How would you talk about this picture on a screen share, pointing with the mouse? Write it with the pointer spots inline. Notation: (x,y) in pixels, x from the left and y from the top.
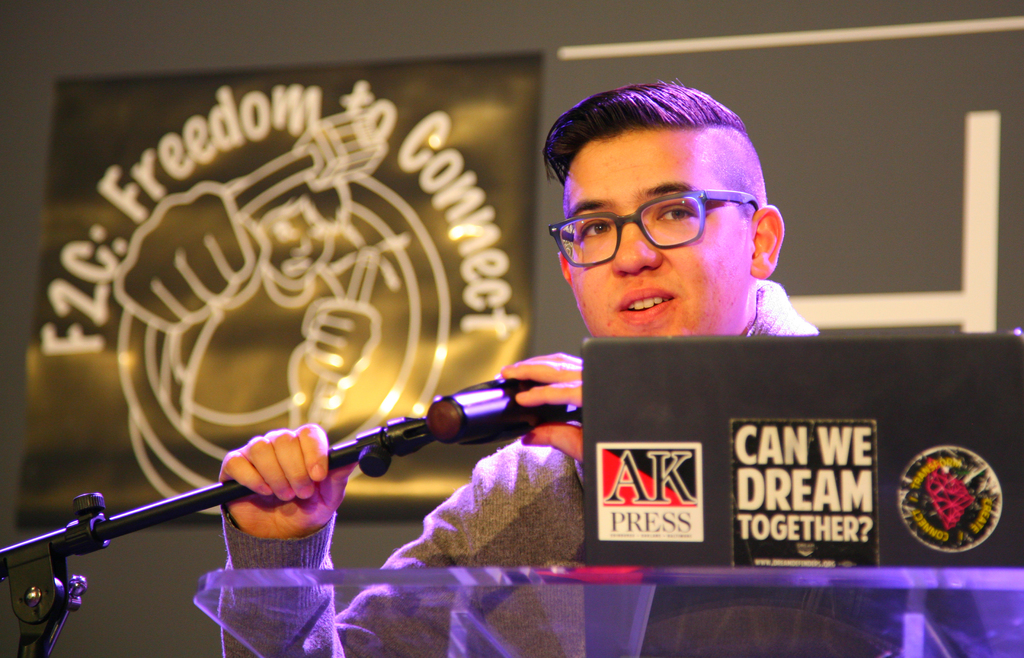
In this image there is one person (552,377) who is holding a mike (527,422), and in front of him there is podium (931,589). And on the podium (931,589) there is laptop (775,396), and in the background (206,218) there is a board (243,143) and wall (9,273).
